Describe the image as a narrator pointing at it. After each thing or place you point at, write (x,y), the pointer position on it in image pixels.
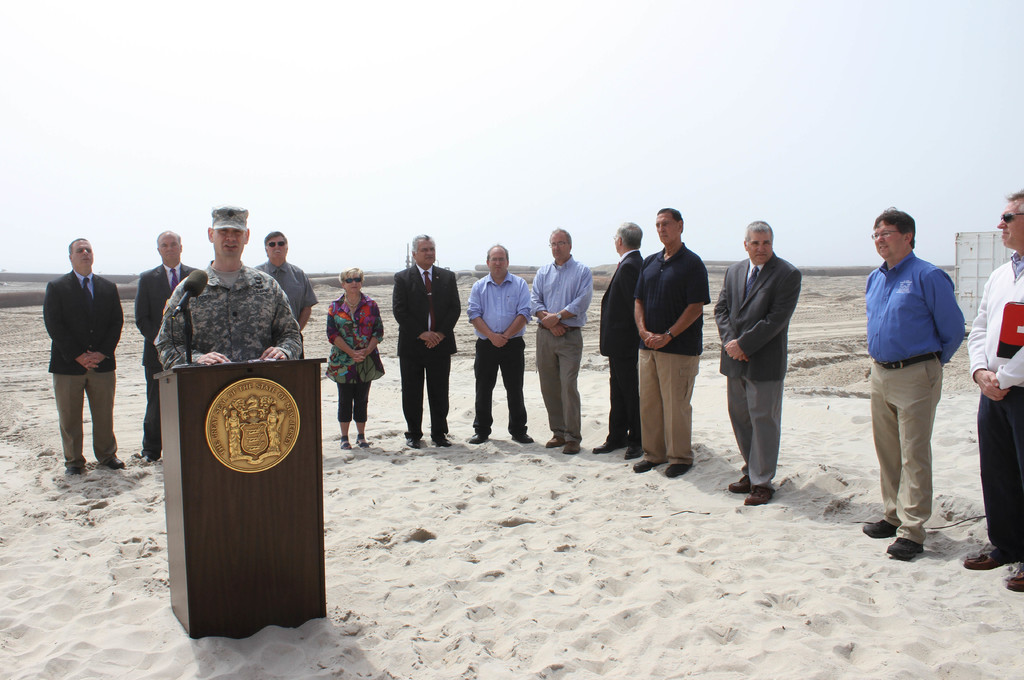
People (477,377) are standing on the sand (594,590). A person (265,322) is standing at the left (224,270) wearing an army uniform (230,310) and there is a microphone (189,285) and its table (242,508) in front of him.
